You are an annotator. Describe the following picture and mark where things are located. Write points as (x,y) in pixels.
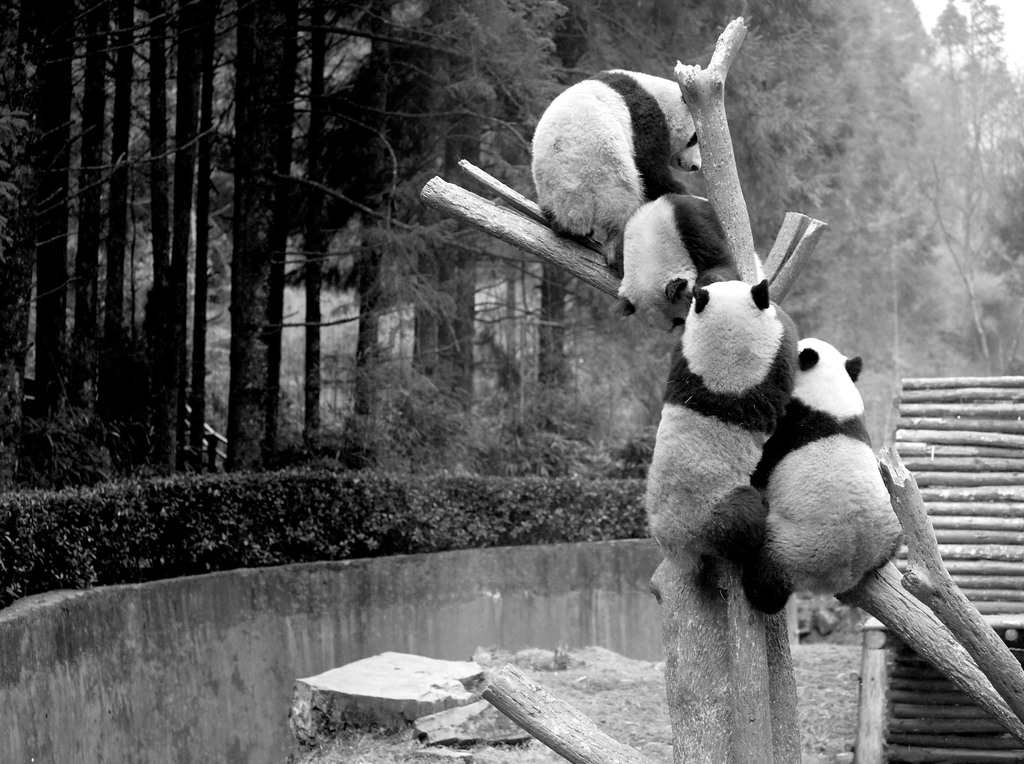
In the picture we can see a tree branch (703,646) on it, we can see some panda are sitting on it and around the tree (689,641) we can see a wall (428,554) on it we can see some plants (61,497) and behind it we can see trees (336,271).
